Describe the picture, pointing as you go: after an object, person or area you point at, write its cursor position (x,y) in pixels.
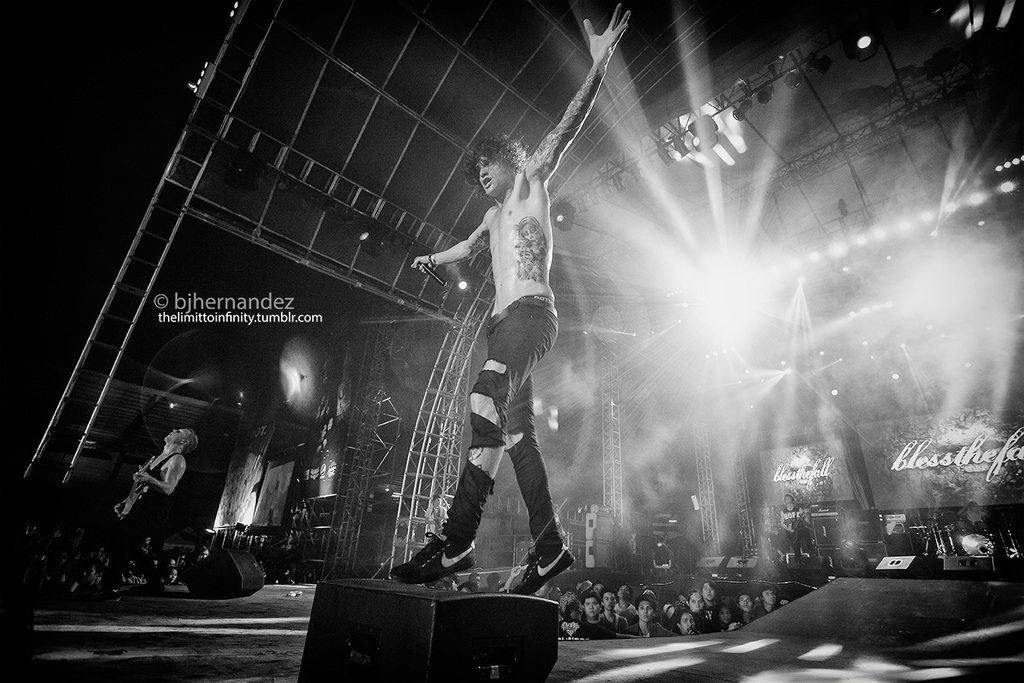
In the center of the image (456,247) there is a person (601,50) standing holding a mic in his hand (431,265). To left side of the image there is a person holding a guitar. These is a black and white image.
